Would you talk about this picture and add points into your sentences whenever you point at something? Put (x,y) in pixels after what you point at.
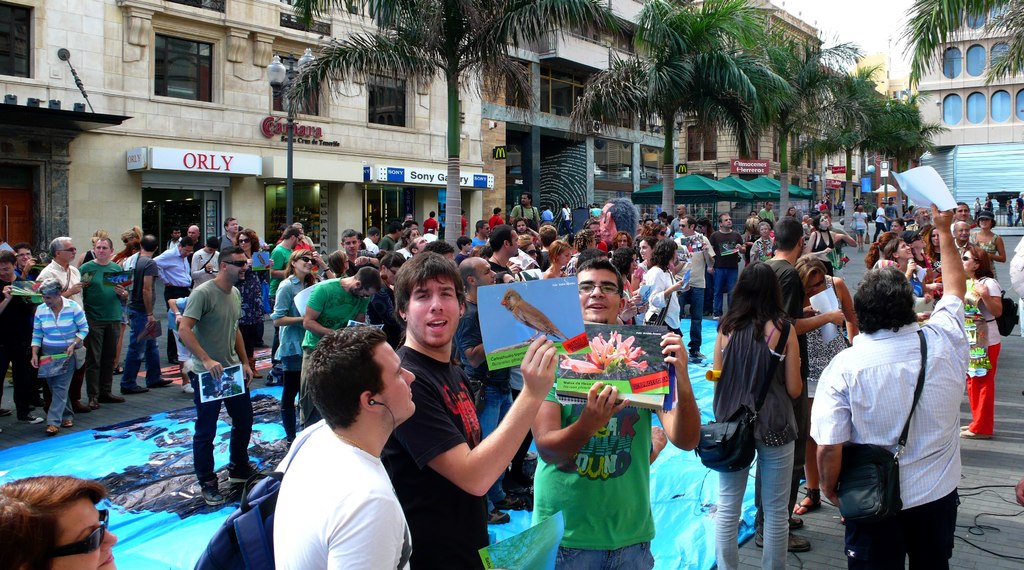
In this image there are two men (535,481) in the middle (543,380) who are showing the posters (561,346) with their hands (541,343). Behind them there are so many people (709,244) who are standing on the floor (839,529). Behind them there are buildings (575,70) and trees (585,112). In the background (731,186) there are few tents (740,190) on the road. At the bottom (203,525) there is a mat (170,515) on which there are posters (192,484) and covers (173,461).
